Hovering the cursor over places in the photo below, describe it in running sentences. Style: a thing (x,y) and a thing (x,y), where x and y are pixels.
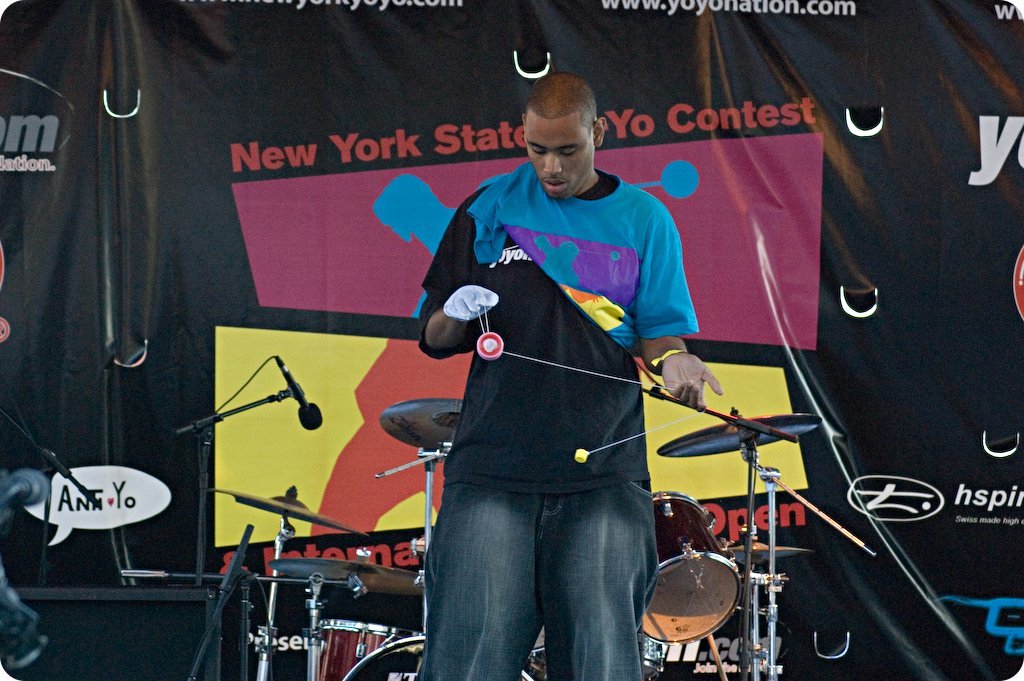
In the center of the image (595,414) we can see a man (588,426) standing and holding an object (481,341) in his hand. In the background (276,592) there is a drum kit (286,565). We can see a mic (311,426) placed on the stand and there is a speaker (142,659). In the background (157,397) there is a banner (338,164).
